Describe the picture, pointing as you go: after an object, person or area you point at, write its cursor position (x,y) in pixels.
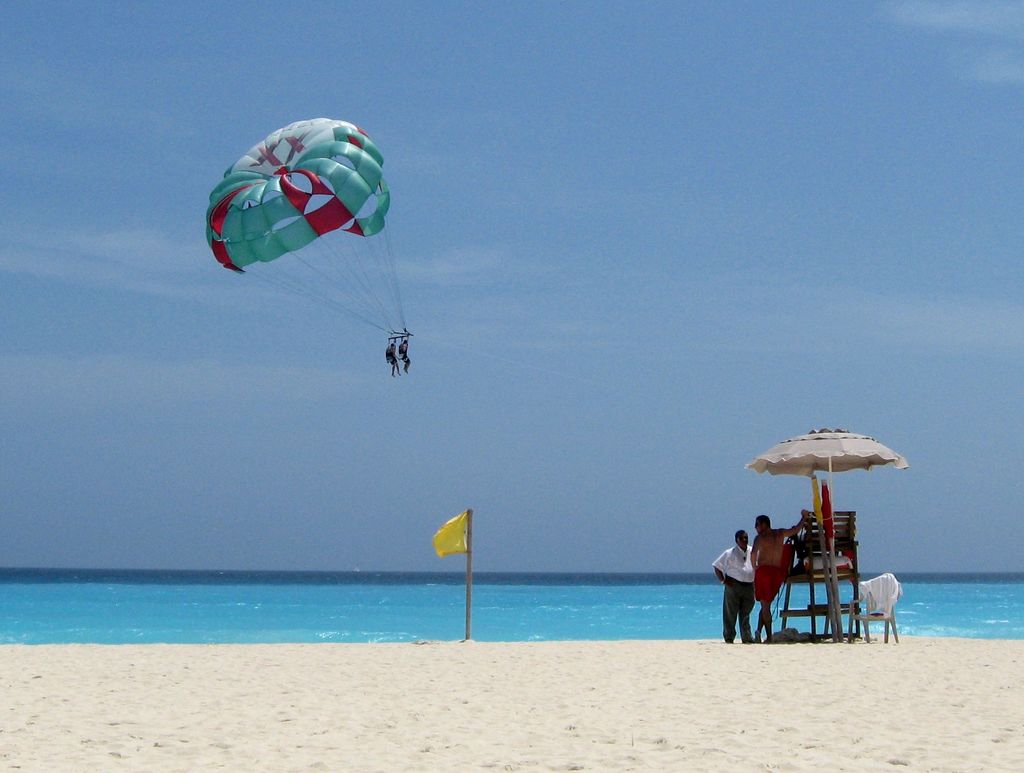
In this image there is a sandy land (357,723), on that land (398,726) there are two people (767,574) standing and there are chairs (810,574) and an umbrella (843,458), in the background (287,611) there is the sea (948,586), flag (445,552) at the top (297,236) there is a parachute (299,240), two persons (393,344) are in the parachute (364,143) and there is the sky (455,159).
